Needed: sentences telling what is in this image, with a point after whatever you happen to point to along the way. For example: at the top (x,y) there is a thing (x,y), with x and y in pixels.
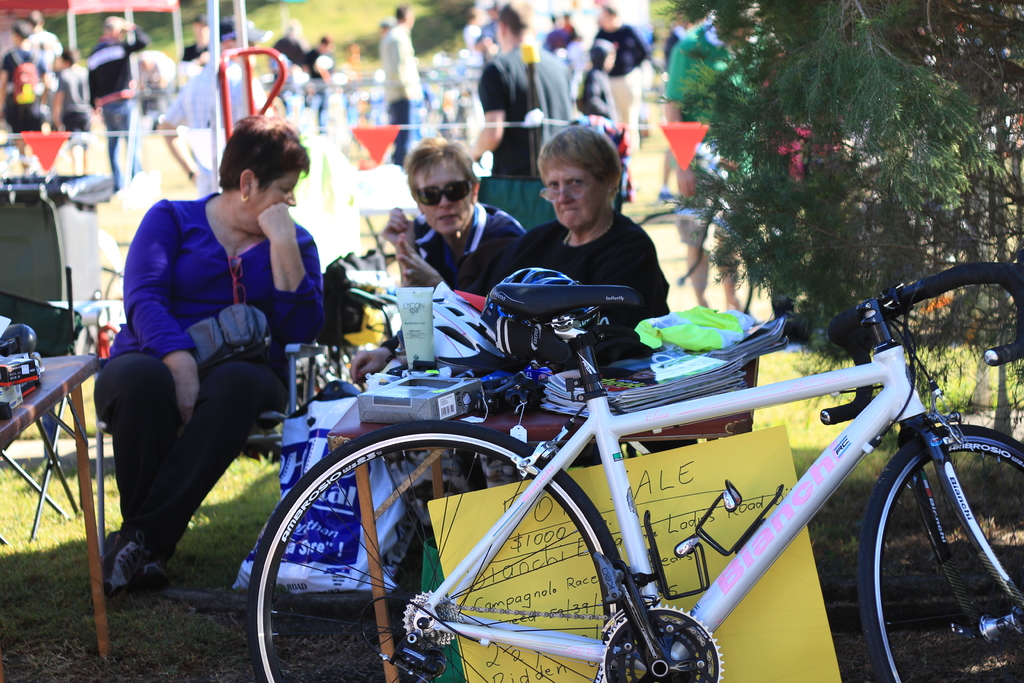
In this picture we can see three persons (280,205) sitting and in front of them there is a table (391,428) full of books (646,373), box (474,378) and in front of it is a bicycle (630,498) and a chart (494,512) over there and the background (108,56) we can see crowd of people (597,78), grass (368,35), tree (692,80), flags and beside the person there is one more table (77,389).
